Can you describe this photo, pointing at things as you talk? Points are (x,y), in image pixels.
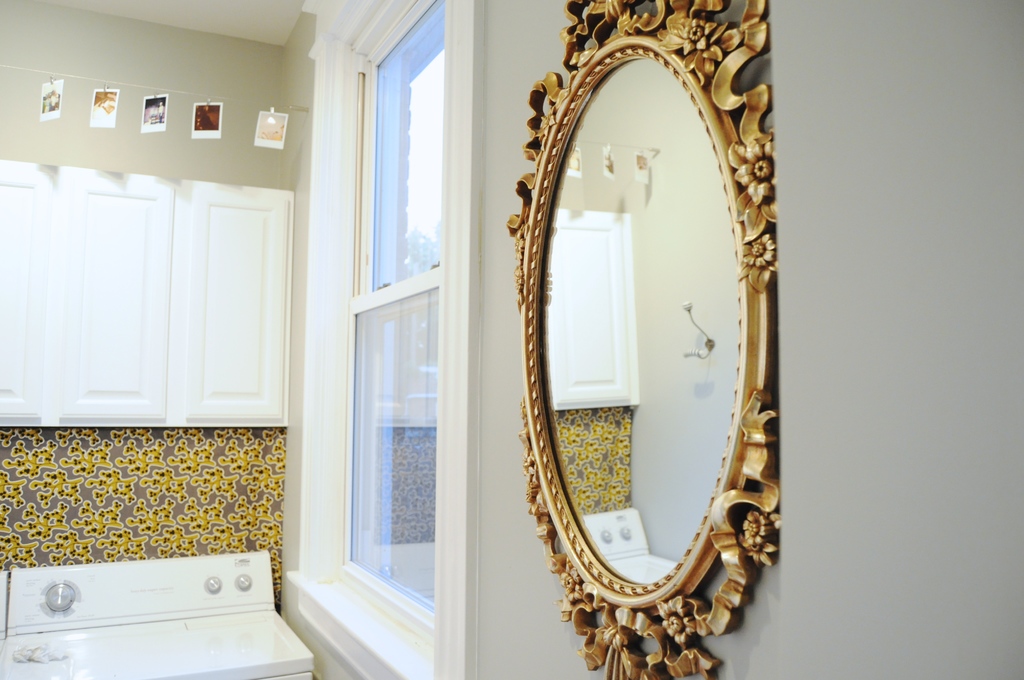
In the foreground of this picture (719,294), there is a mirror (707,264) to a wall (888,356) and there is also a window (406,424), washing machine (168,596), cupboards (163,294), and few photos (215,125) hanging to a rope (217,96).
